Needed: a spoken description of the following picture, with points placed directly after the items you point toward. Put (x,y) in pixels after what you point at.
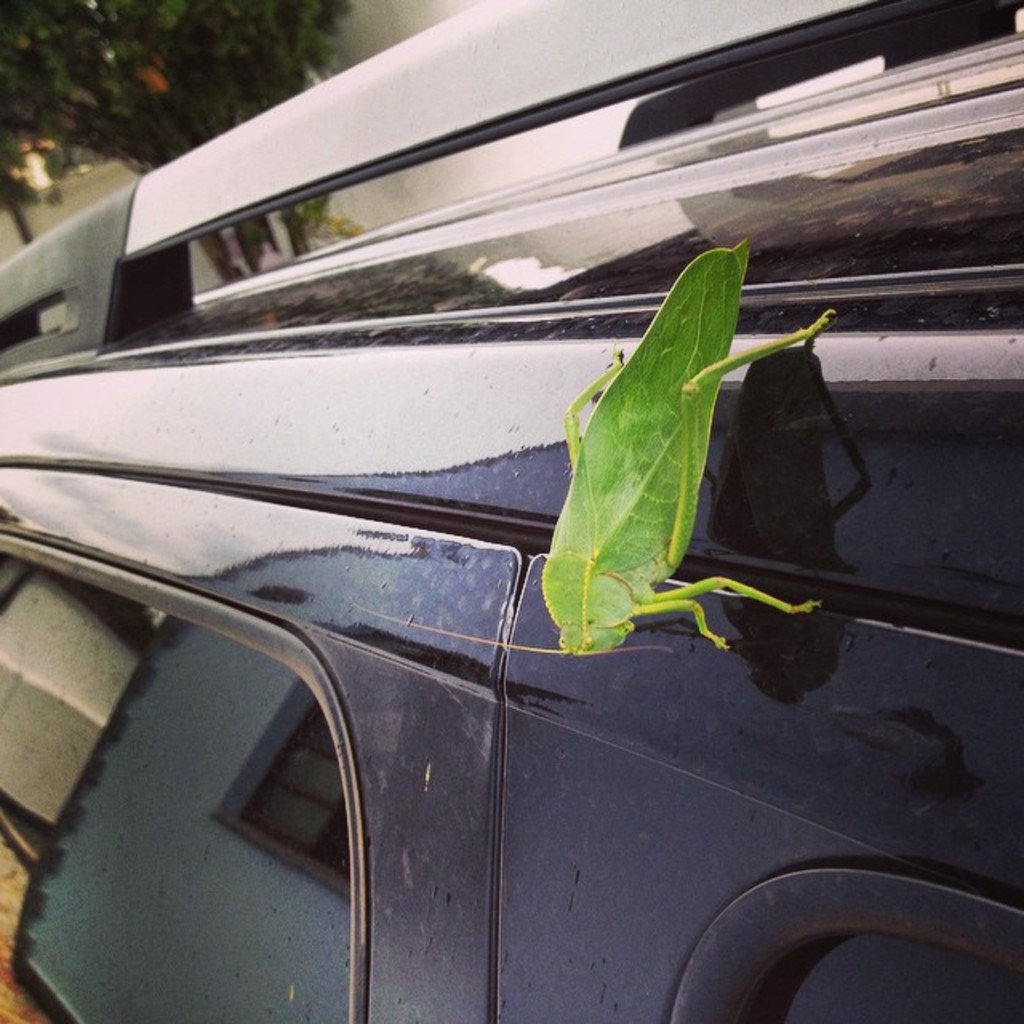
There is one insect (563,511) on a vehicle (401,481) as we can see in the middle of this image (493,629). We can see a tree (188,146) in the top left corner of this image (180,87).
